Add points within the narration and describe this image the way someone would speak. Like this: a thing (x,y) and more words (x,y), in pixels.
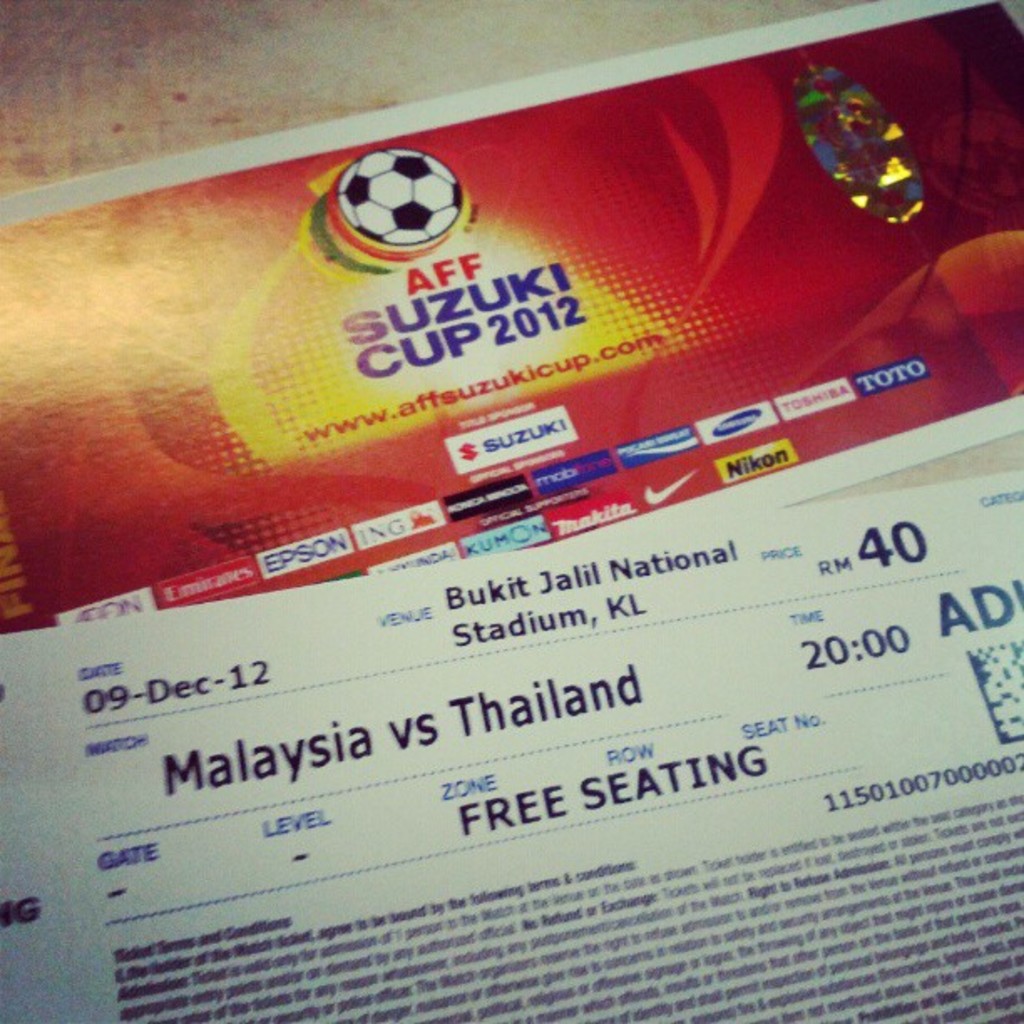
In this image we can see tickets (530,448) placed on the table (328,74).
